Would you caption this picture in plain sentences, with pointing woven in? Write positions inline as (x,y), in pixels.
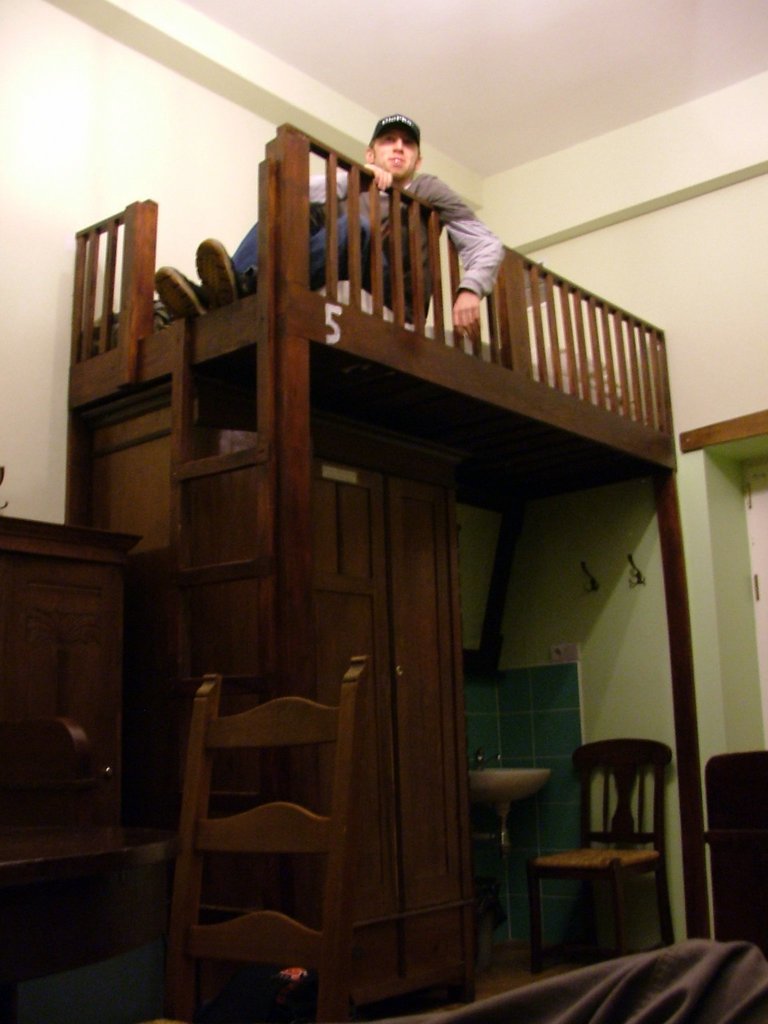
There is wooden bed (356,350) at the upper level. Under the bed (472,348) there is a cupboard (450,815) and sink (504,784). There is a chair (623,821) towards the wall (572,848). On this bed (294,309) there is a man (338,248). We can observe a wall (128,119) and ceiling (488,71) here. There is a ladder (225,467) connected to the upper level bed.
